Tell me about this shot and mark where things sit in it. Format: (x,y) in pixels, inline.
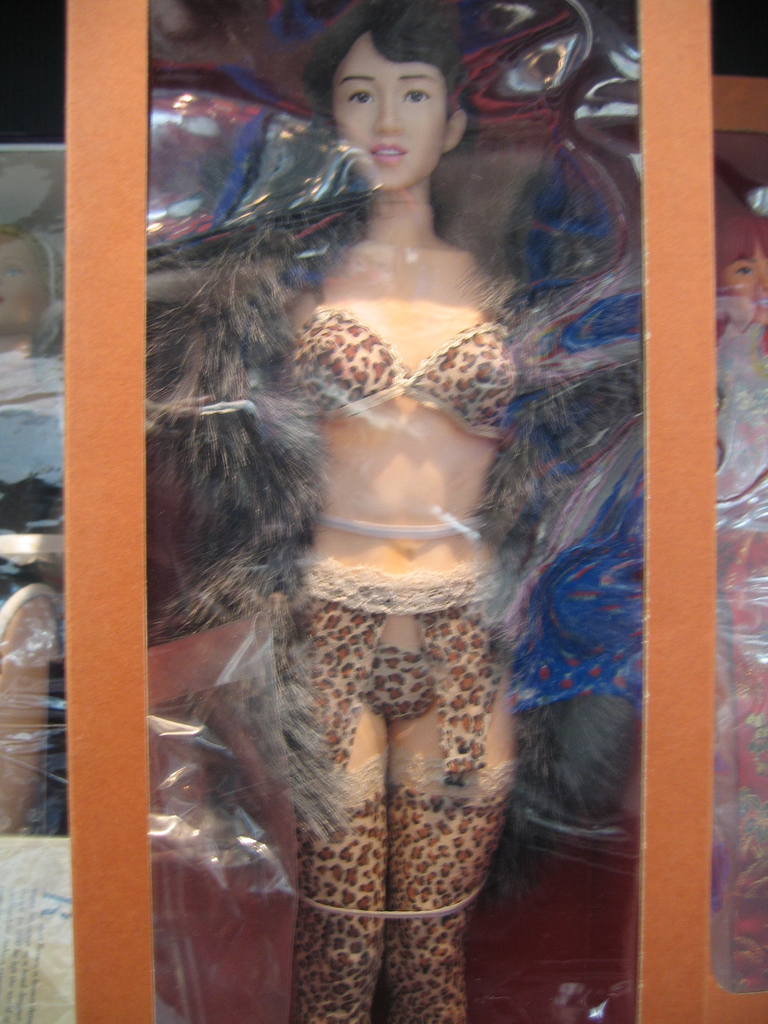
In this image there are depictions of women (408,697) wearing different clothes (331,391) are packed in a box (671,1009) and arranged in the rack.
